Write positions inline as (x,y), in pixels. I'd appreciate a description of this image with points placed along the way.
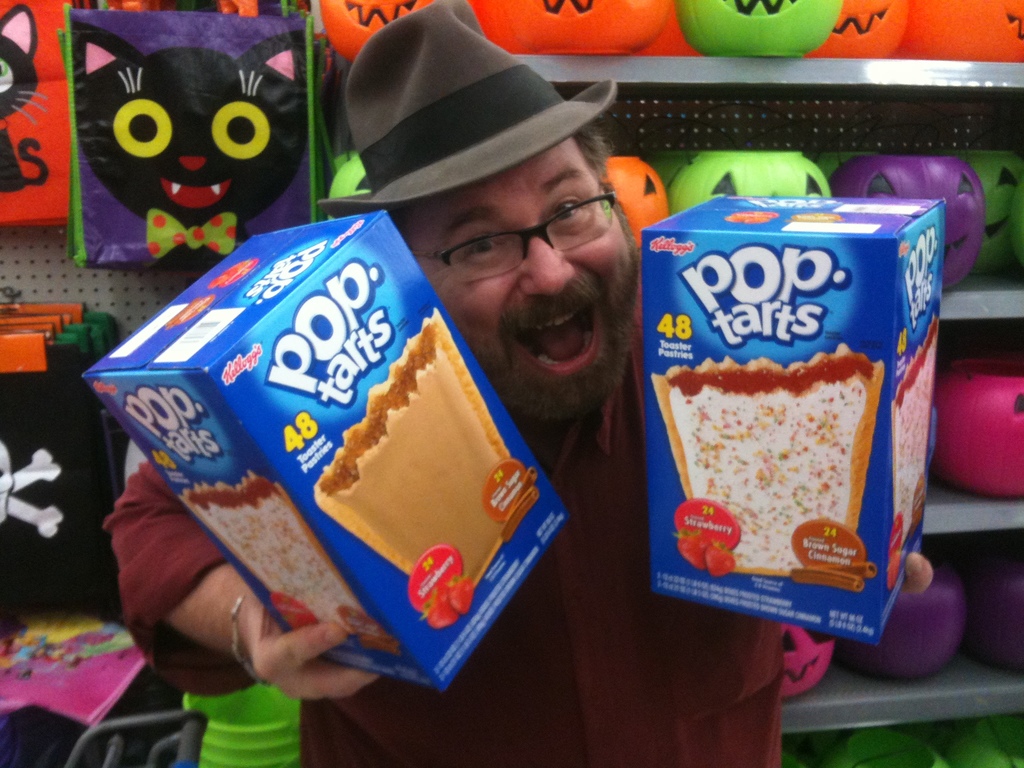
In the image there is a man (496,375) he is holding some snacks boxes (652,481) with his hand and behind the man (547,93) there are some toys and bags (102,192).
